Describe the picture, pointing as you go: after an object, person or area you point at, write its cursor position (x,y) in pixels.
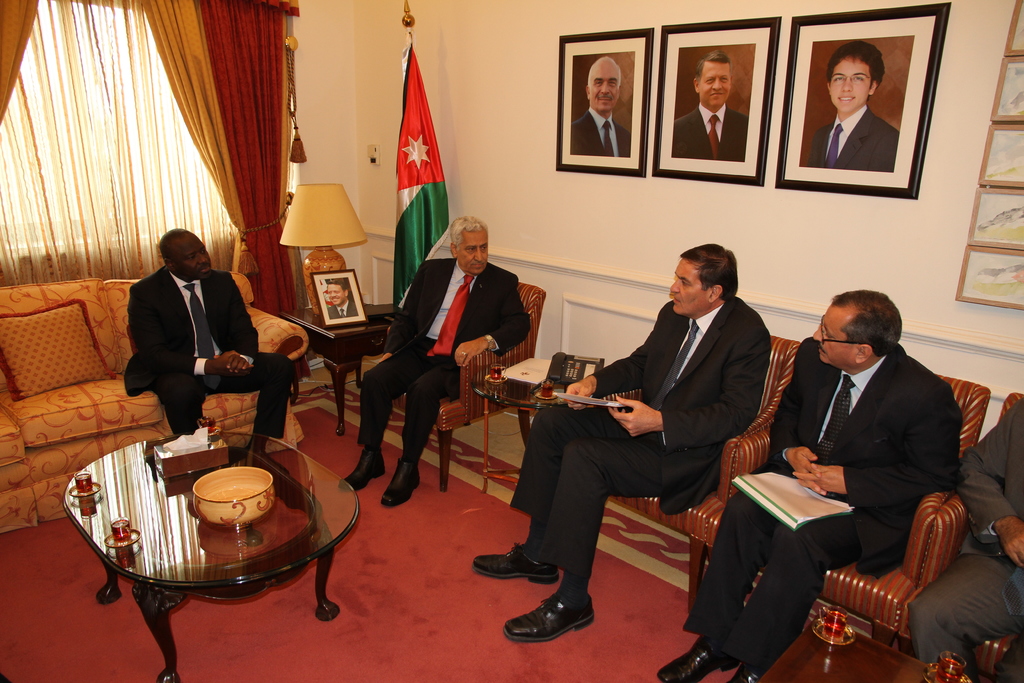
In this picture we can see some persons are sitting on the chairs (440,432). This is sofa (116,328) and there is a pillow (50,305). This is floor (426,601) and there is a table (167,552). On the background (490,172) there is a wall (504,128) and these are the frames (810,112). This is curtain (233,180) and there is a flag (403,249).
